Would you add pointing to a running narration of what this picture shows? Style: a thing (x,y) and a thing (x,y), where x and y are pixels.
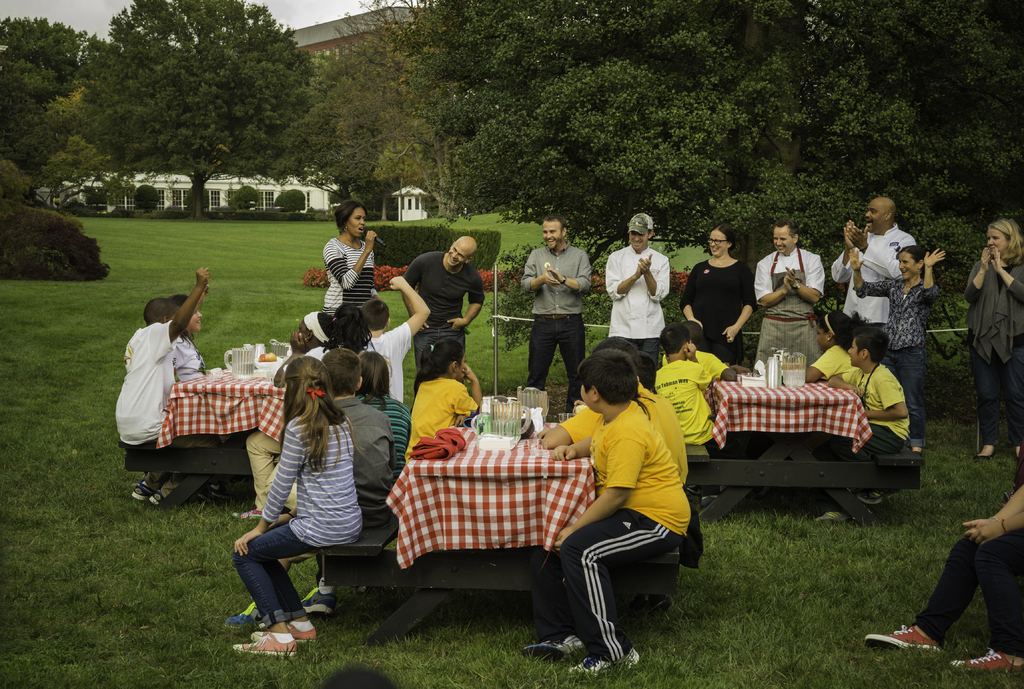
This image is clicked outside. There are trees (423,47) on the top (603,100) and grass (936,558) all over the place. There are so many people (627,357) here, some of them are standing and some of them are sitting. There are 3 tables (502,435). on that table (489,443) there are glasses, water jar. There is a cloth (485,489) placed on the tables (472,511). One woman (341,278) who is in the middle (343,250) she is holding the mic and talking something.
